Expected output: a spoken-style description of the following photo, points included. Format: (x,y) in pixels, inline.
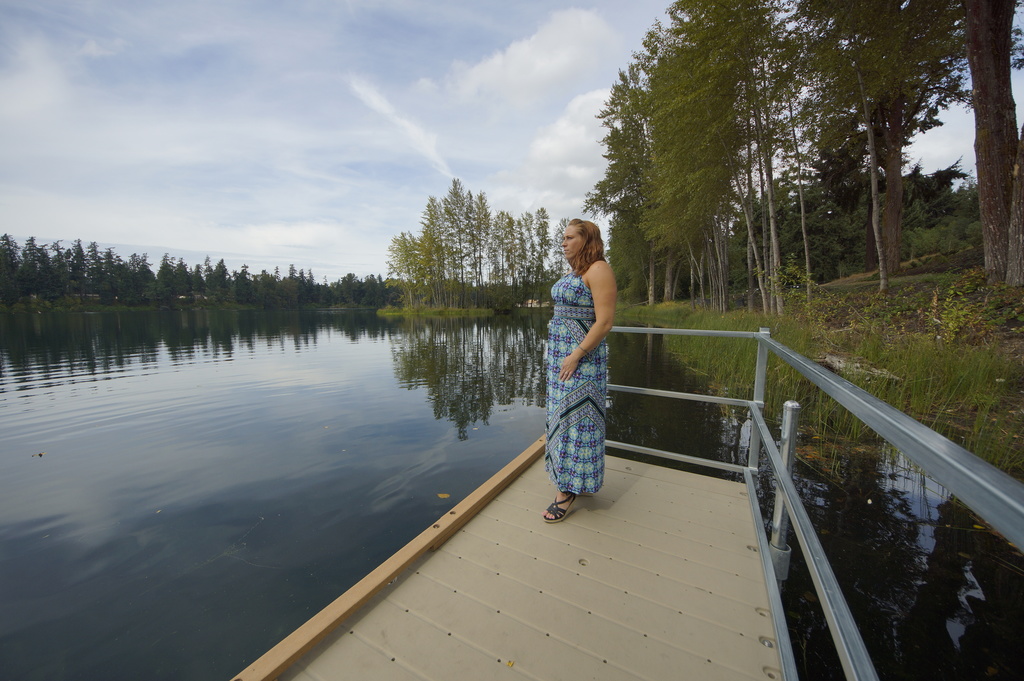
In this image we can see a person (582,345) standing on the bridge (573,537) and there is a railing (856,397) to the bridge (515,498), there are few trees (137,288), water (683,409) and the sky (513,120) with clouds (502,120) in the background (552,125).
